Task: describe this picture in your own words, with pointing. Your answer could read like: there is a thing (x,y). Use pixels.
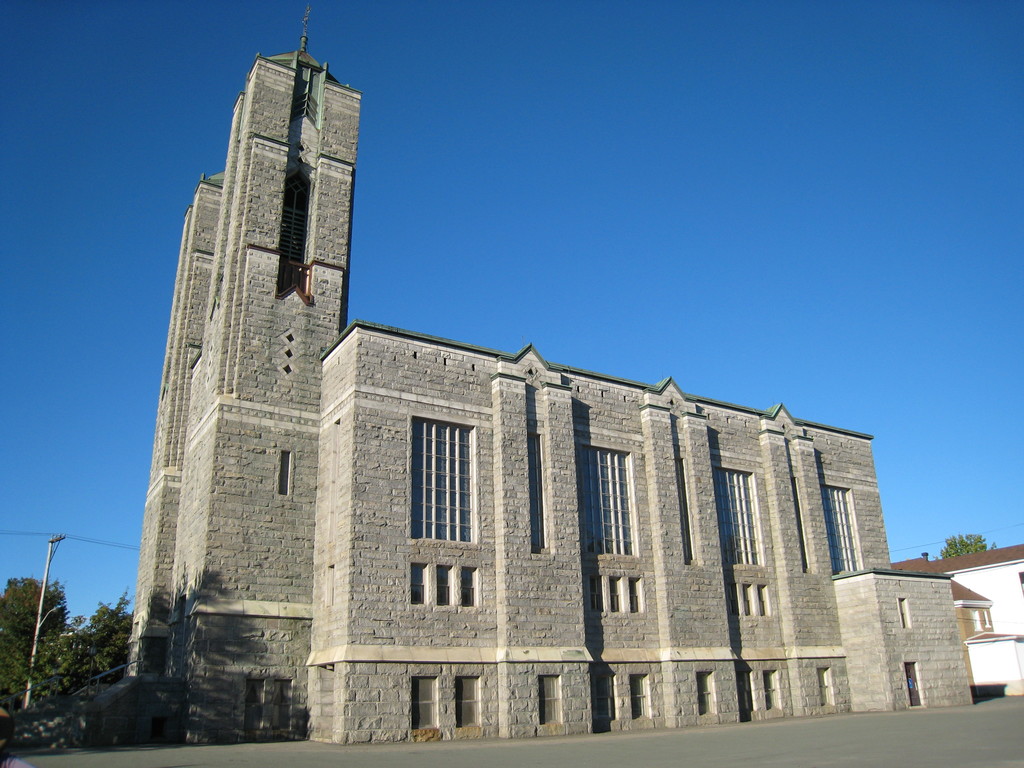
In the foreground of this image (969,733), there is a road (750,740) at the bottom (549,745). In the middle (593,404), there are buildings (855,604), trees (96,663), a pole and cables (135,548). At the top (694,70), there is the sky (724,61).
